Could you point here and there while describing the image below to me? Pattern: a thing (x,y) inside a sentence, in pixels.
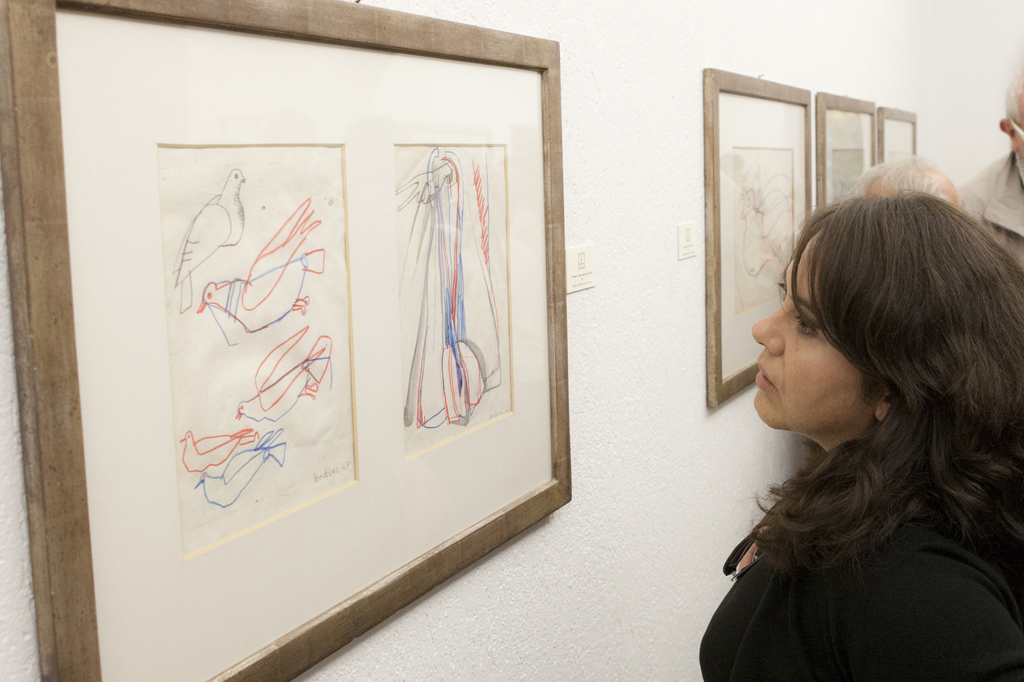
In this picture there are people (1015,380) and we can see frames (567,471) on the wall (812,208).
